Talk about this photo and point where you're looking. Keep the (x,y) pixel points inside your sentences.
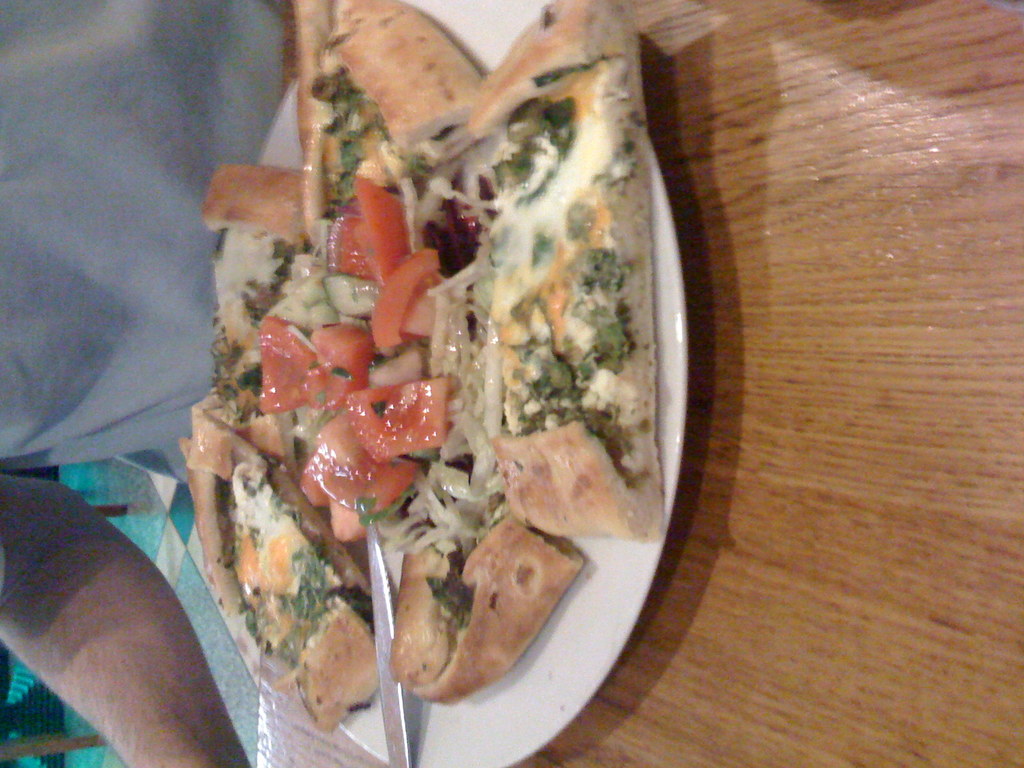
In this picture we can see some food (558,365) in a plate (487,759) and a knife (371,550) on a wooden table (562,765). We can see a person (126,414).
